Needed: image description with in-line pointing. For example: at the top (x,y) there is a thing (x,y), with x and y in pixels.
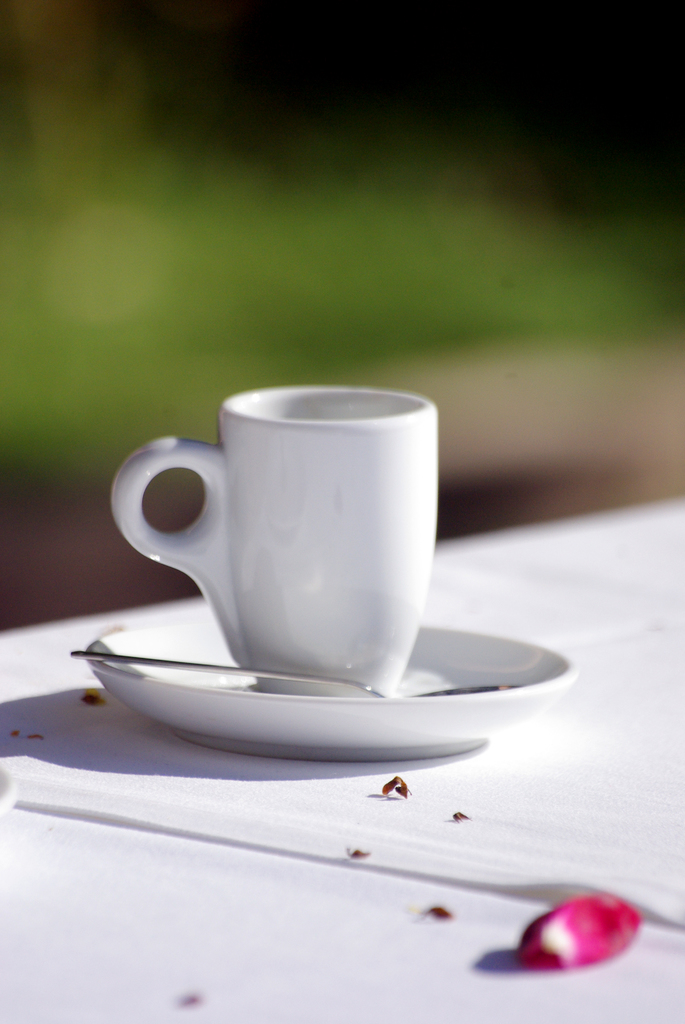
This picture shows a teacup (401,425) with a saucer (429,630) and Spoon (488,690) on the table (520,826).
